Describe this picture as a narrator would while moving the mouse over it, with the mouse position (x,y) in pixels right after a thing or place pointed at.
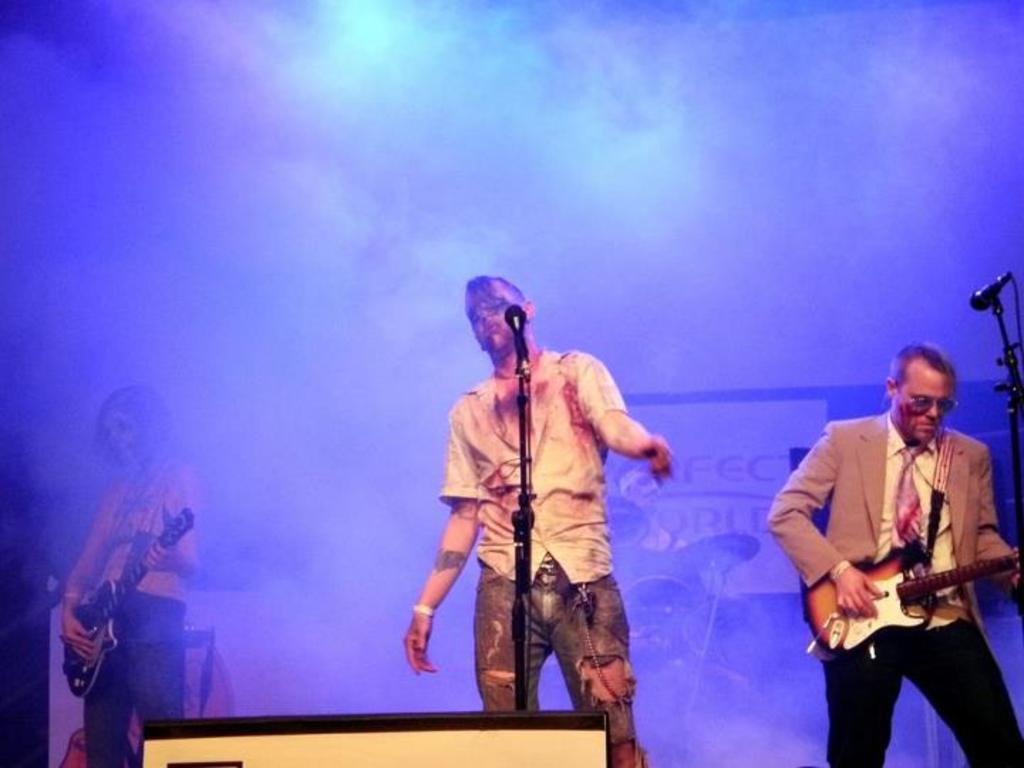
This person (562,531) is standing in-front of a mic (520,315). This person (859,437) is playing a guitar (897,579) in-front of mic (1001,282). This person (651,524) is playing these musical instruments (646,584). We can able to see a smoke (443,195). This woman (150,428) is playing a guitar (88,617).
